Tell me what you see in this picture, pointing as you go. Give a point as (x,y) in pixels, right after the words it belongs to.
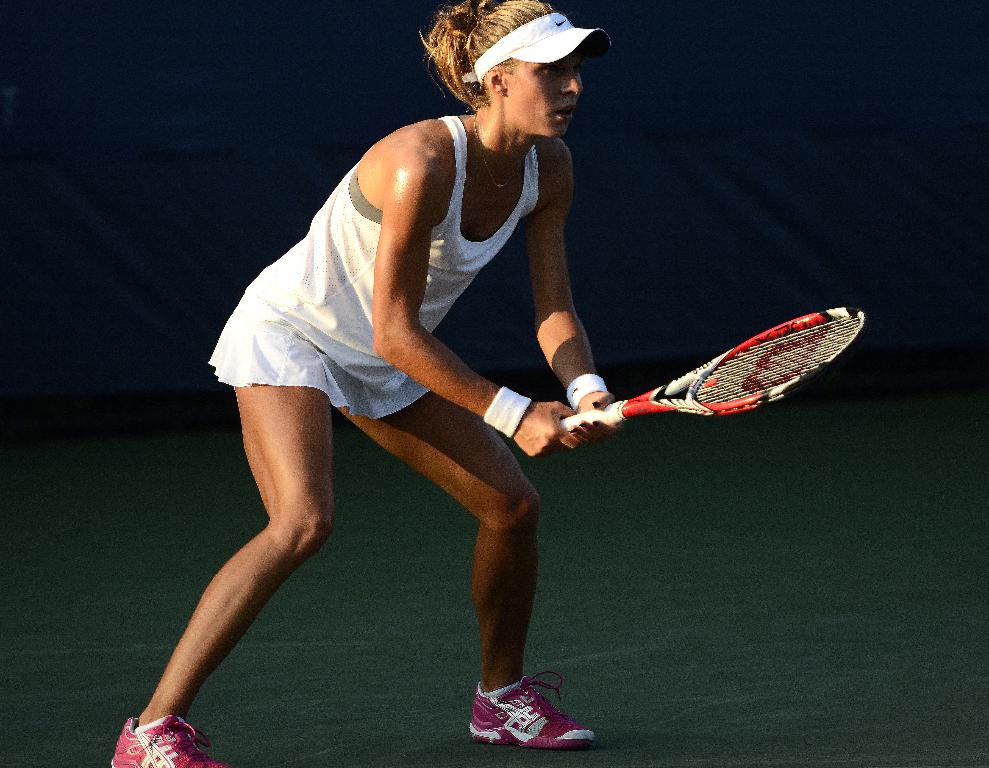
In this picture we can see woman (383,425) wore pink color shoes (528,718), cap (536,31) and holding tennis racket (814,316) with her hand (556,409) and standing on ground (676,534) and in the background (837,155) we can see wall (789,235).
